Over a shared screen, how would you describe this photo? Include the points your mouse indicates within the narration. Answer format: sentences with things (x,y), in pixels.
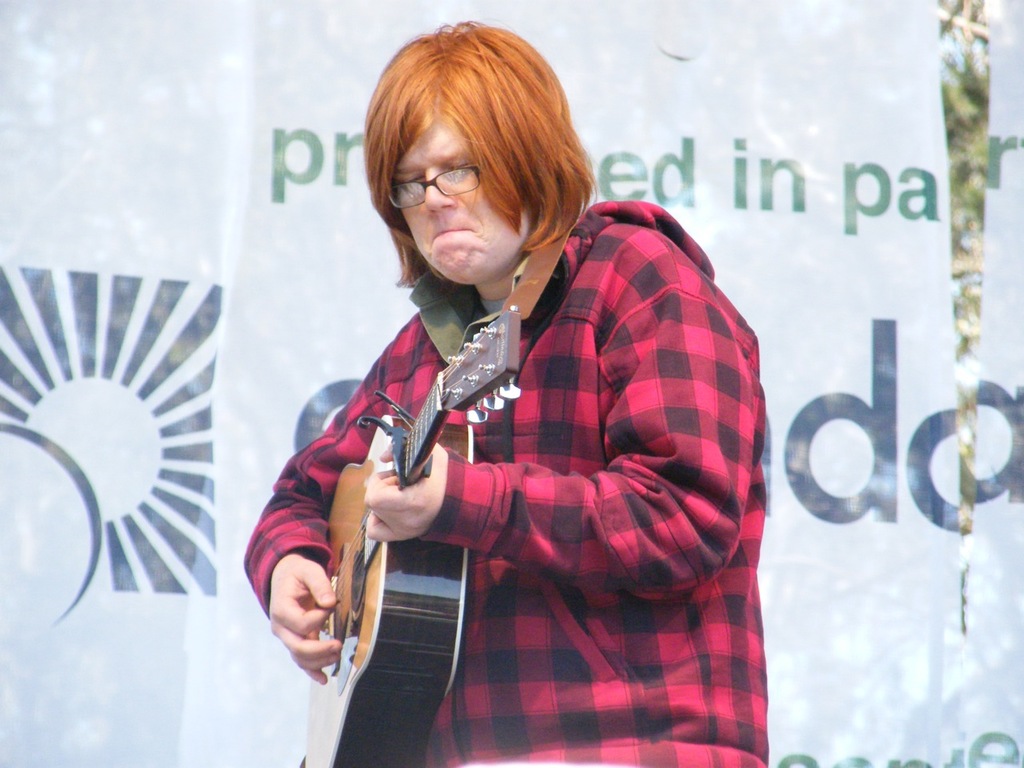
In this image we can see a person (609,500) holding a guitar (351,575) in his hands (309,624) and playing it. In the background (812,182) we can see a banner (837,304).
